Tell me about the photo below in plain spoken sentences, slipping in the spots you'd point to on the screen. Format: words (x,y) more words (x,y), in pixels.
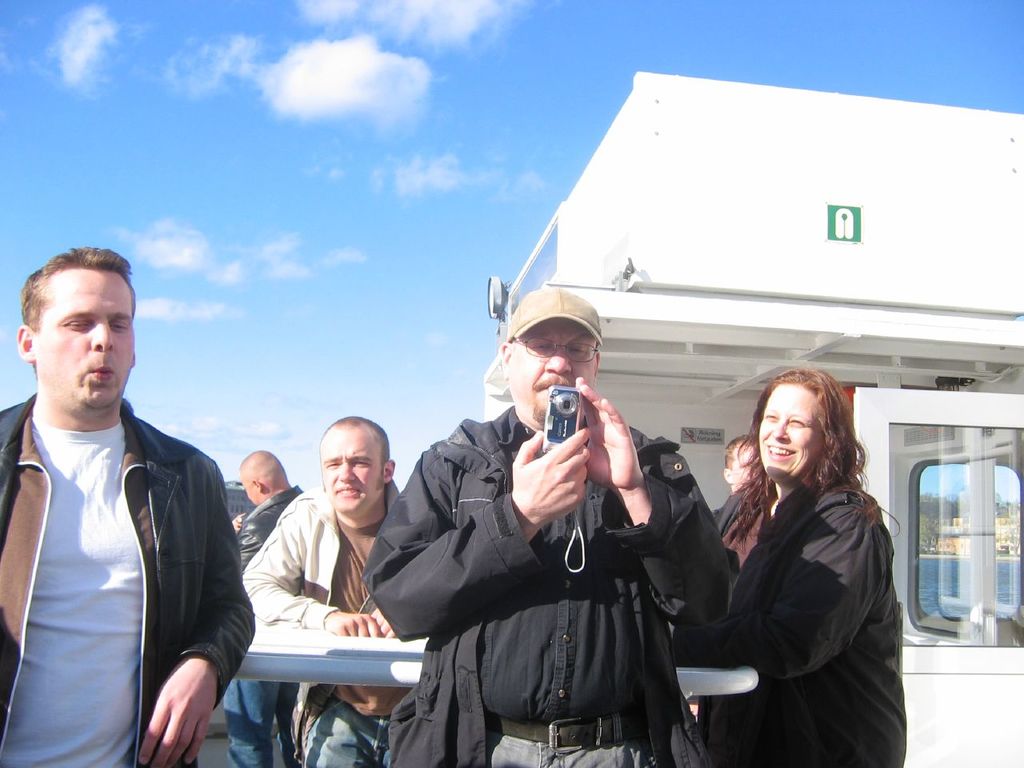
In the picture I can see a person (586,586) wearing black jacket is standing and holding a camera (554,404) in his hands (547,480) and there is a person (177,517) standing on either sides of him and there are few other persons (347,471) behind them and there are some other objects (876,244) in the background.
